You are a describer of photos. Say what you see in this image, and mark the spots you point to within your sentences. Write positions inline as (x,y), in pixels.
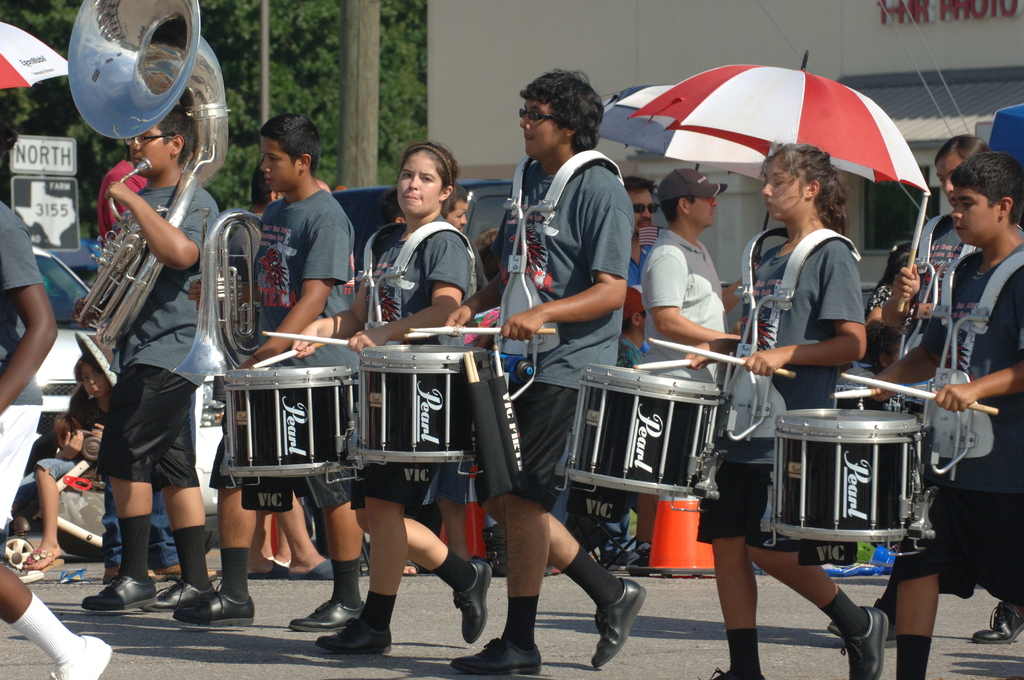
There are some persons (430,279) standing and playing drums (620,377) as we can see in the middle of this image (673,452). There are some trees (381,178), a vehicle (372,204) and a building (600,87) in the background (506,87).
